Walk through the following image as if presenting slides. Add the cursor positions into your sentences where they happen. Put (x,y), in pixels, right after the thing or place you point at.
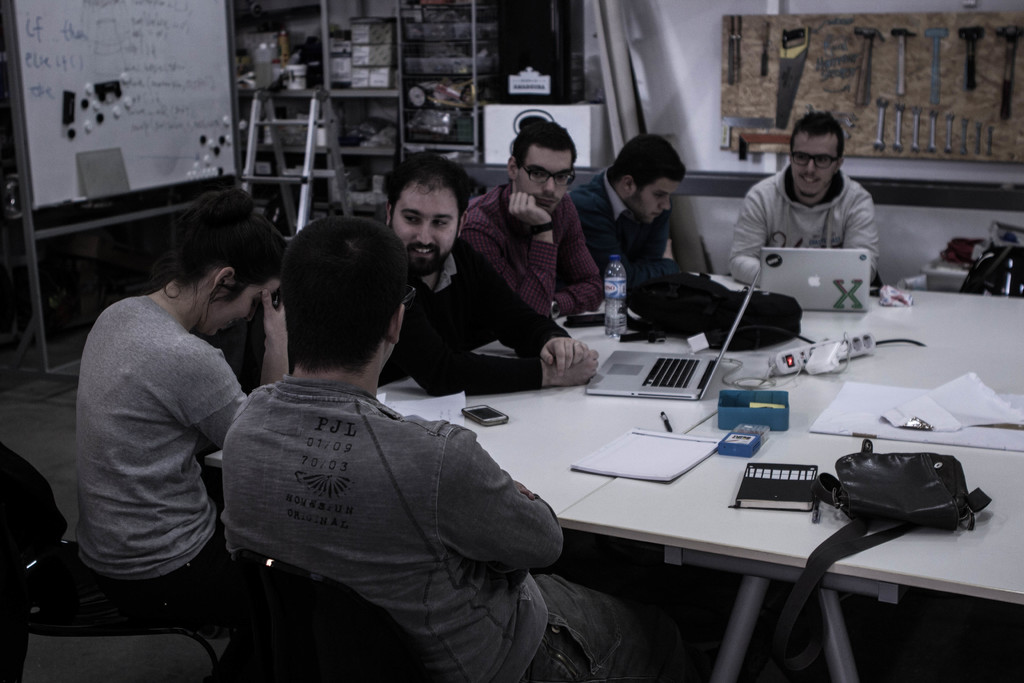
In the foreground (350,246) I can see a group of people (404,452) are sitting on the chairs (264,608) in front of a table (732,487) on which laptop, books (761,476), bag (938,505), papers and some objects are placed. In the background (482,100) I can see a board (196,134), ladder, white box (487,132), cupboard (498,80), desk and some tools (948,143). This image is taken may be in a hall (713,60).
